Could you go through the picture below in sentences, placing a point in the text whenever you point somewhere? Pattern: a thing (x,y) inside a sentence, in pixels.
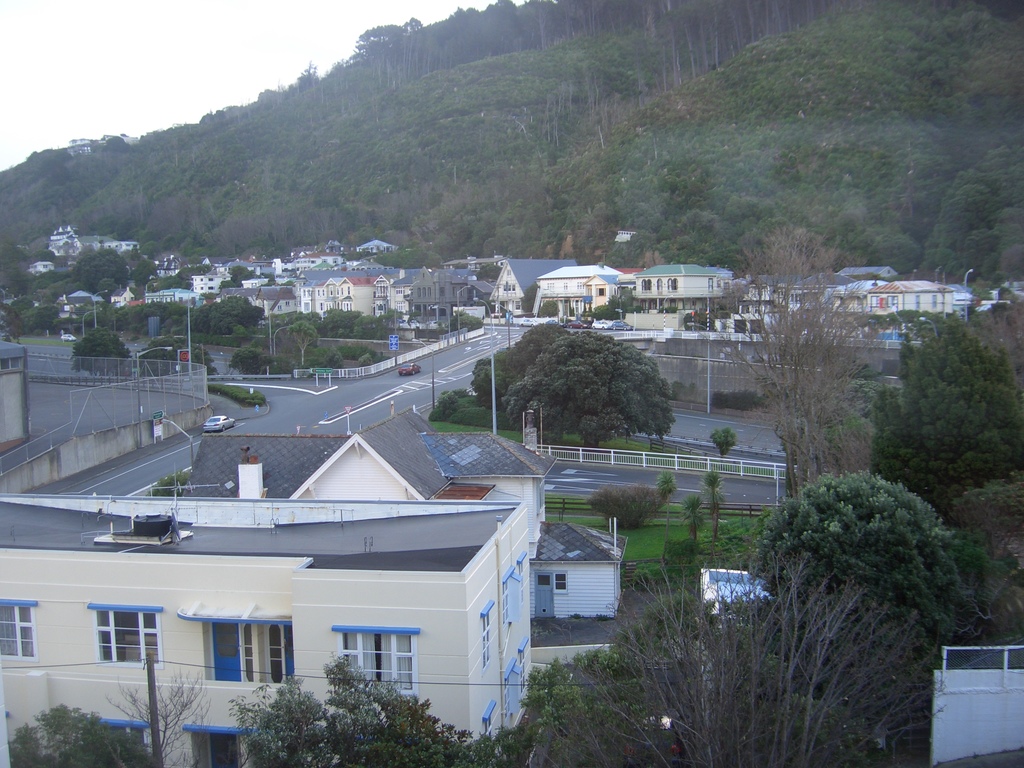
In this image we can see there are so many buildings (392,420). In the middle of the building (526,272) there is a road (387,379). On the road (355,390) there are some vehicles (410,371). In the background (461,199) there are some trees (472,184) and sky (286,47).
